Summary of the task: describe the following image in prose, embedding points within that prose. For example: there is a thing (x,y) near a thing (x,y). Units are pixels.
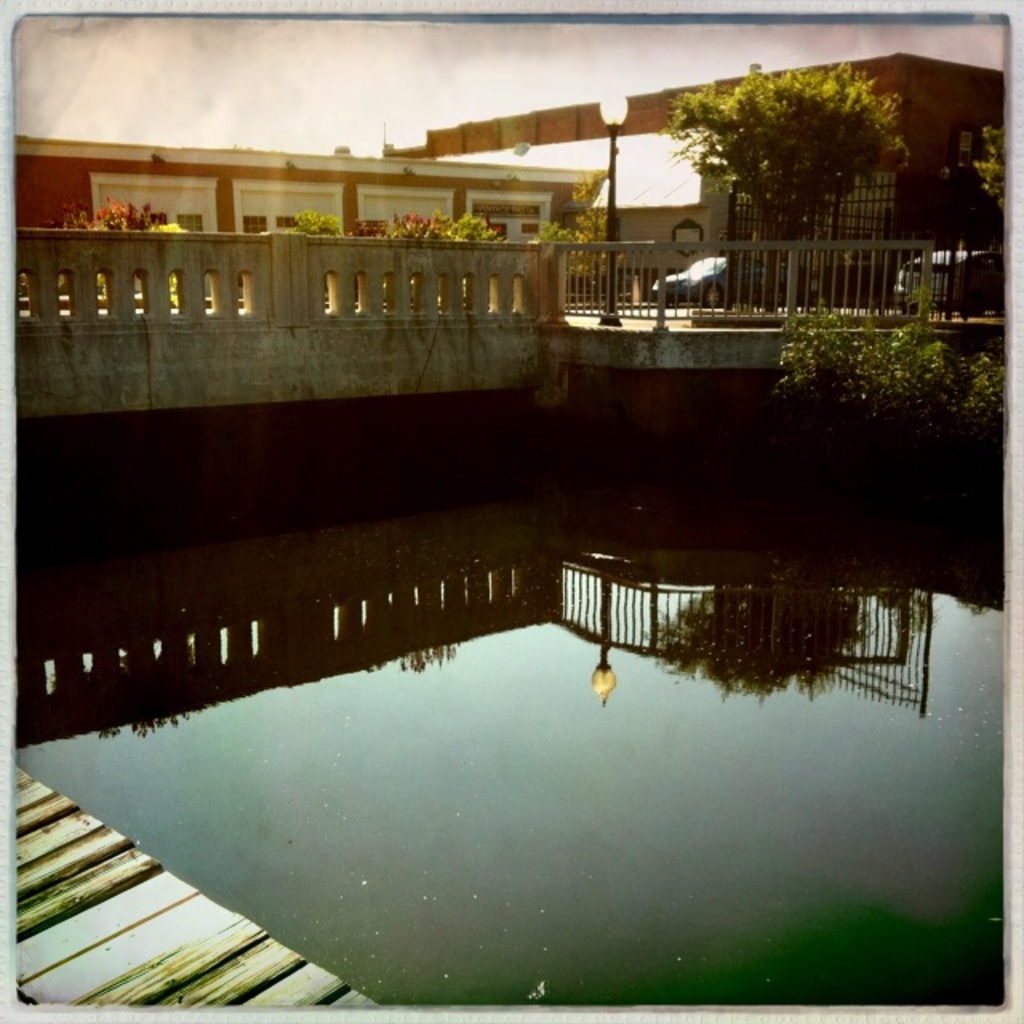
In this image I see the house (637,179) and I see many plants (841,156) and I see 2 vehicles (705,279) and I see the path (98,870) over here and I see the water (579,645) over here.
